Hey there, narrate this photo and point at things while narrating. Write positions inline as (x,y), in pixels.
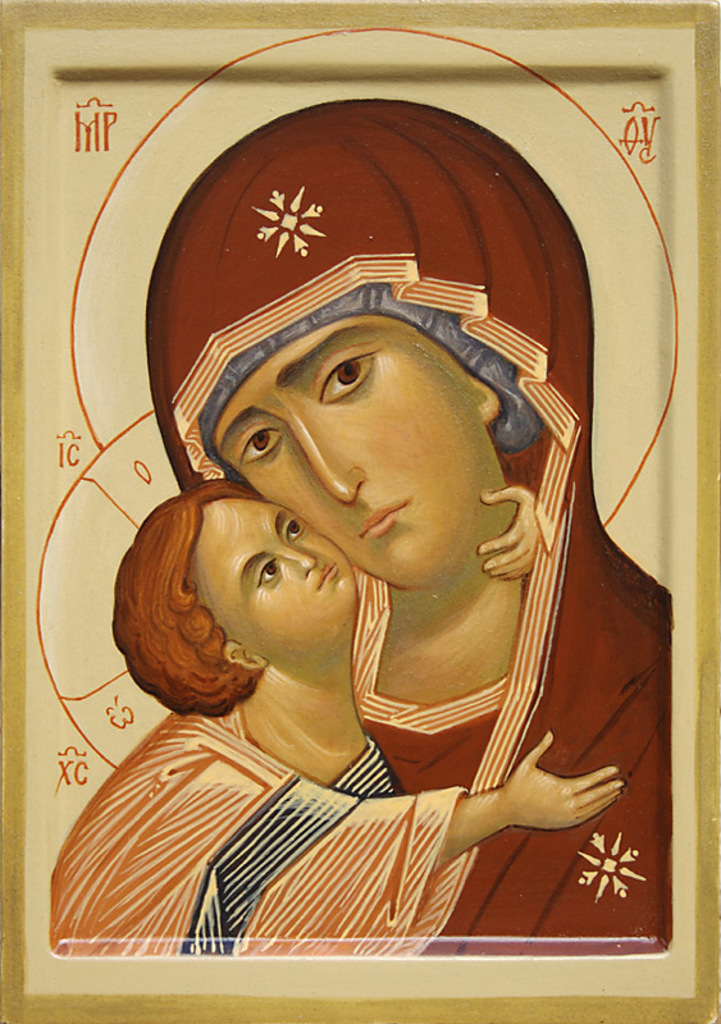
In this image there is a poster (227,420) we can see there is one woman (397,448) holding a baby (303,664).
